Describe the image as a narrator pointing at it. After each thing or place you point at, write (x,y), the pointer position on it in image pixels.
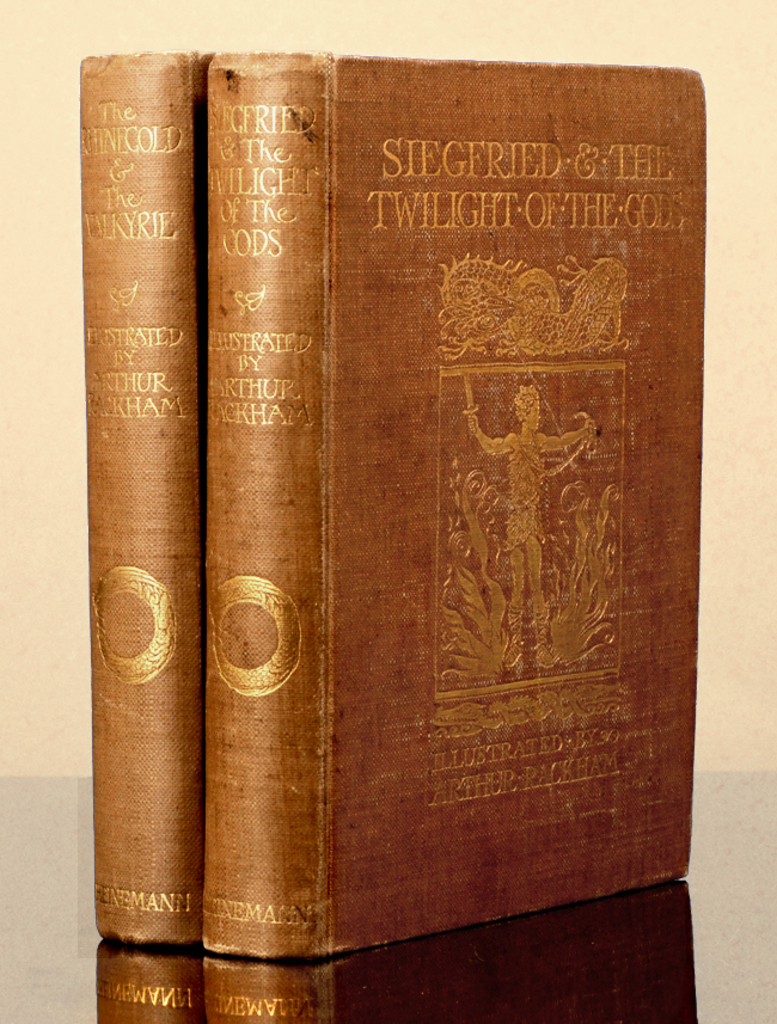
In this image, we can see some books (399,500) on the glass surface (4,963). We can see some images (293,633) and text (233,346) printed on the top of books (571,495). We can also see the background (636,33). We can see the reflection (441,970) of the books (418,923) on the glass (749,936).
